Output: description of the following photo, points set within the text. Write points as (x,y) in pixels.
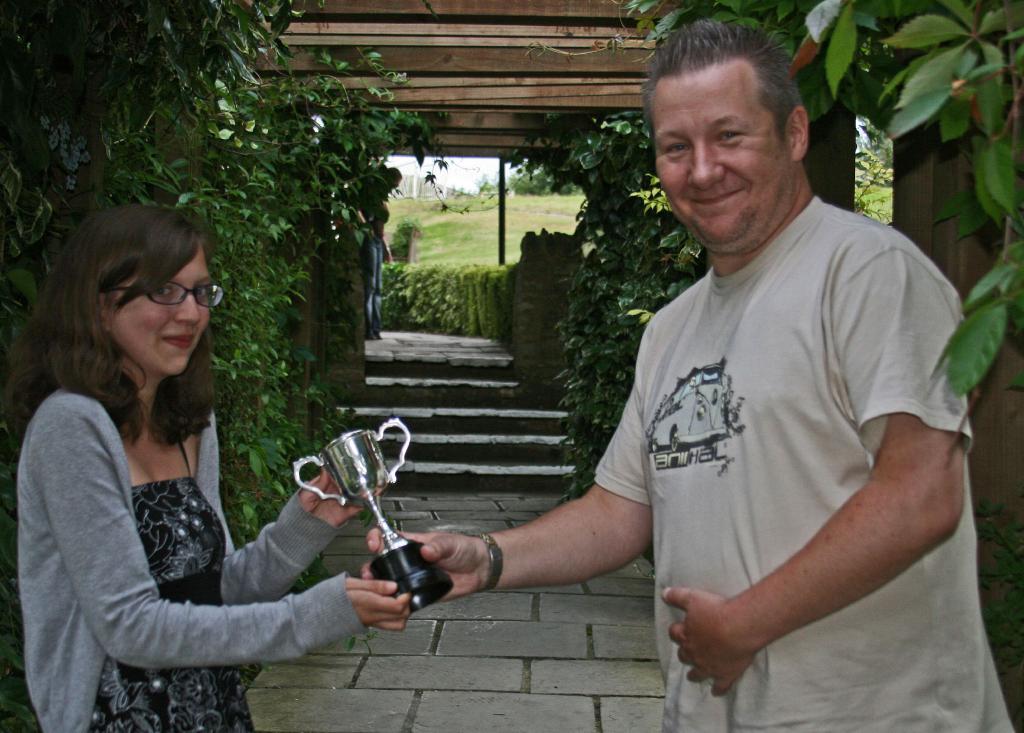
In this image in the center (627,448) there are two persons (206,485) who are standing and smiling, and they are holding one cup (390,546). On the right side (914,168) and left side (317,261) there are some wooden poles (929,164) and trees (209,180). In the center (457,392) there are some stairs (454,432), and in the background (429,269) there are some plants (429,279) grass (431,199) and buildings (413,186). At the bottom (471,637) there is walkway (474,682).
